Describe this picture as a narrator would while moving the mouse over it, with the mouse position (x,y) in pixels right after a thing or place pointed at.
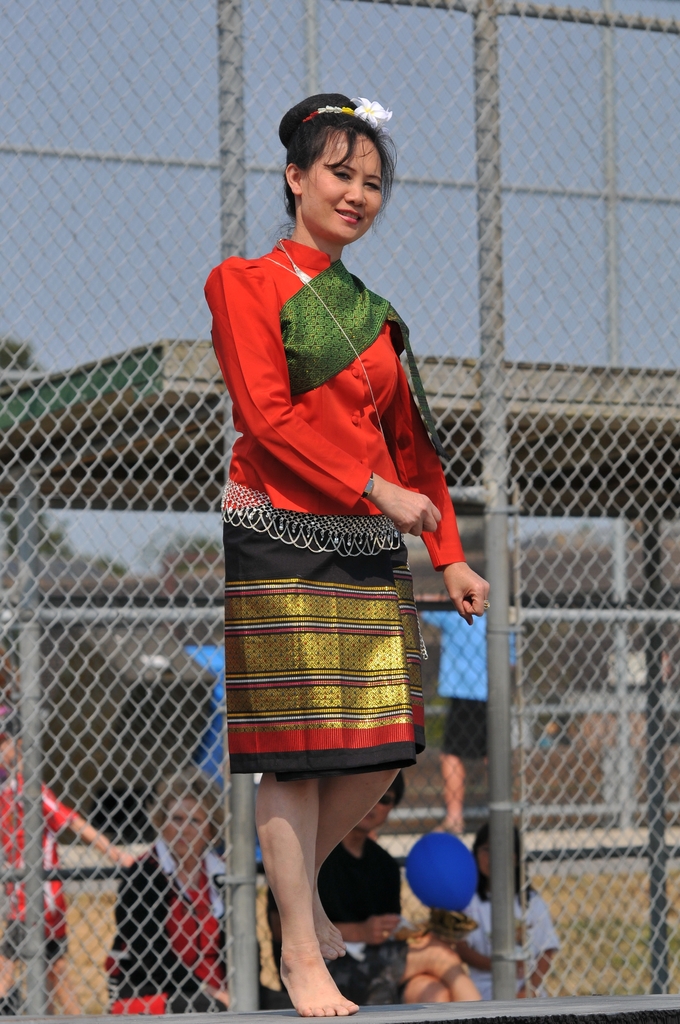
In the center of the image (389,453), we can see a lady (234,285) wearing costume (286,350) and in the background (337,893), there are some other people (371,868) and we can see a mesh (433,792), rods (493,711) and there are sheds (113,460). At the top (141,136), there is sky (144,114).
